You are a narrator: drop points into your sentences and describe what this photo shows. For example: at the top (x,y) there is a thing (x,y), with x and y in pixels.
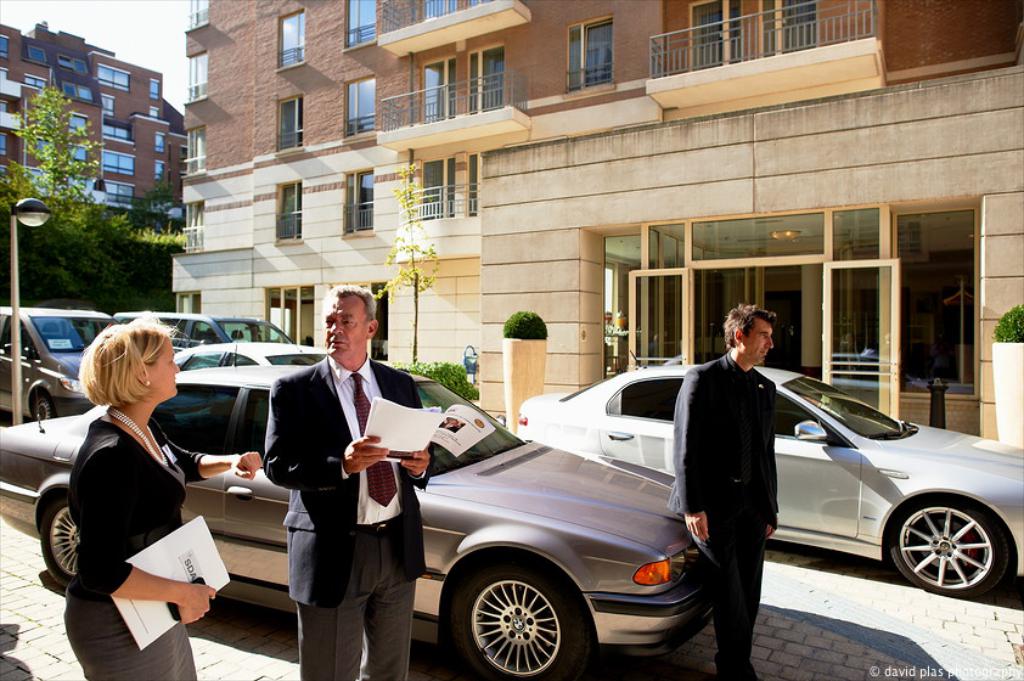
Bottom left side of the image (313,570) few people (304,572) are standing. Behind them there are some vehicles (468,620). Behind the vehicles (1007,505) there are some plants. Top right side of the image (965,153) there are some building (621,260). Top left side of the image (8,212) there are some trees (159,215) and poles (13,218). Behind them there is a building (18,43).
